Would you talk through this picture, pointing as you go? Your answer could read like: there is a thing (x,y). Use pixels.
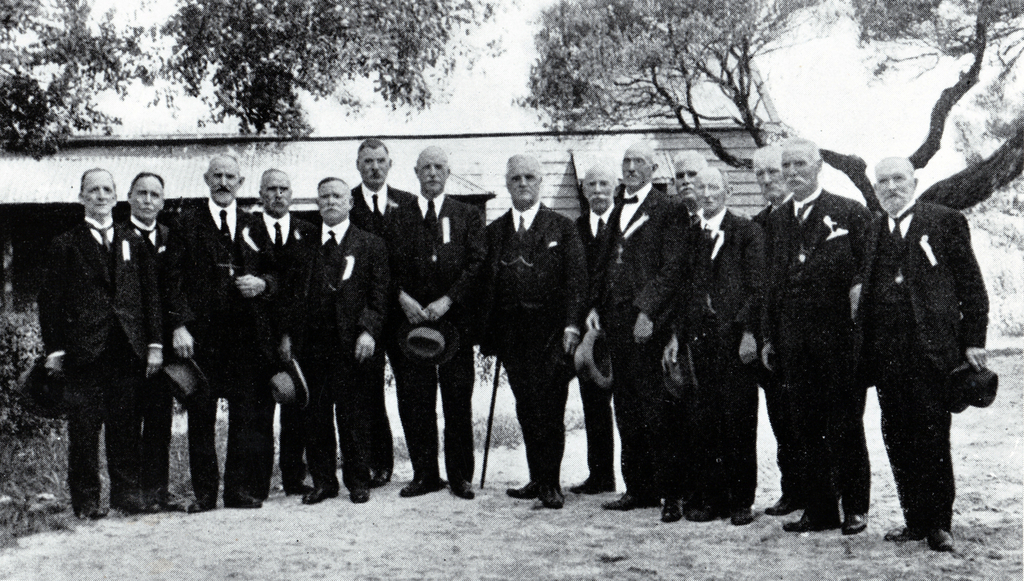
In this image I can see group of people (976,327) standing. Background (10,180) I can see a house (473,141), trees (568,49) and sky (462,91), and the image is in black and white.
